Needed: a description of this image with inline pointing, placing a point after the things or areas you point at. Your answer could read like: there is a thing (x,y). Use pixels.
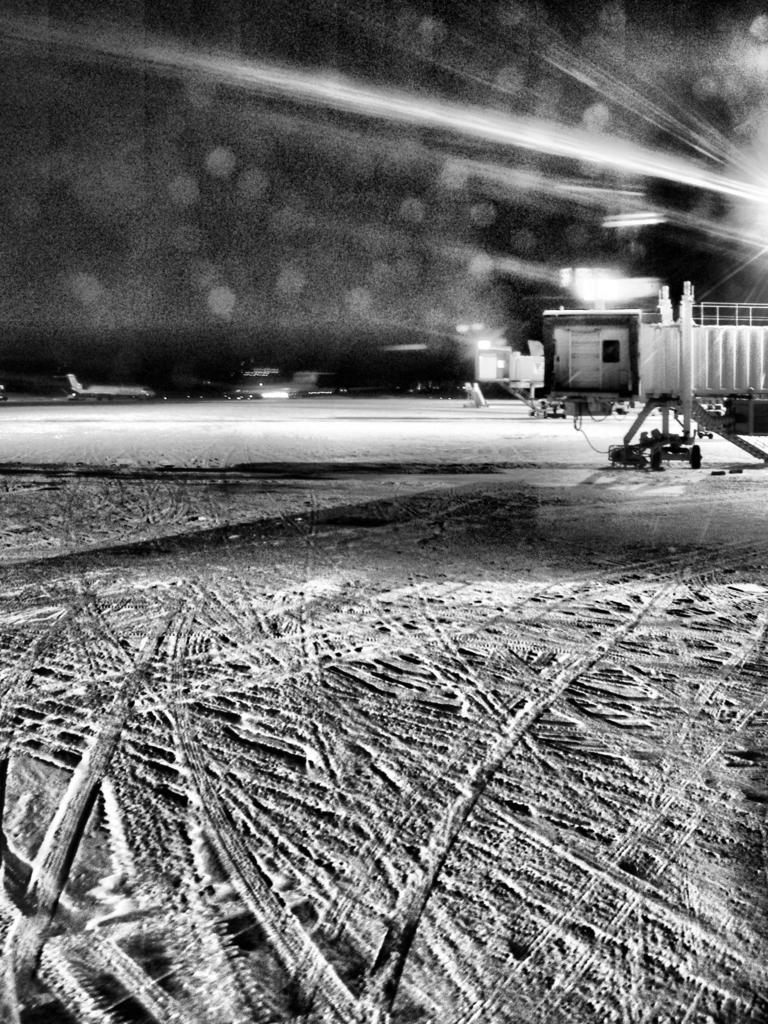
This is a black and white picture. In this picture we can see an object (682,456) on the right side (676,459). There is an aircraft (124,392) and other objects (485,374) are visible in the background (505,376). We can see the dark view in the background (436,378).
